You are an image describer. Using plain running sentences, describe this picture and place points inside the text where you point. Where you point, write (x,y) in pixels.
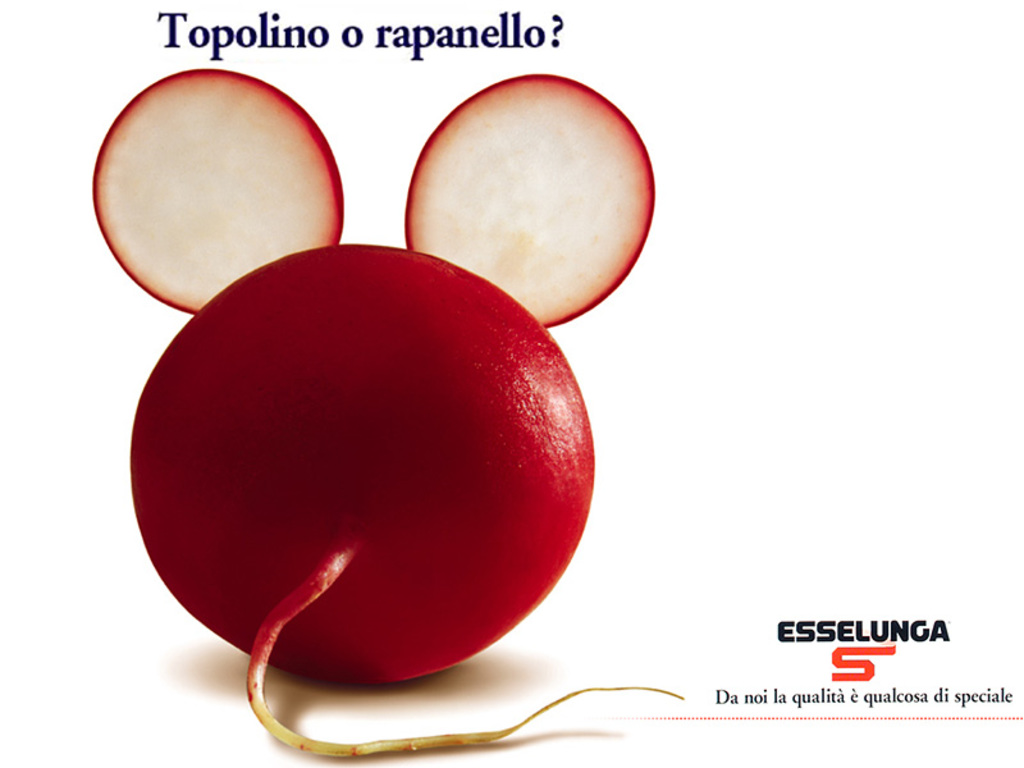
This is an edited image, we can see there is a red color object (276,266) present on the left side of this image (284,263), and there is some text (282,30) at the top of this image (421,30), and there is a logo (841,663) with text (881,690) at the bottom of this image (796,695).
